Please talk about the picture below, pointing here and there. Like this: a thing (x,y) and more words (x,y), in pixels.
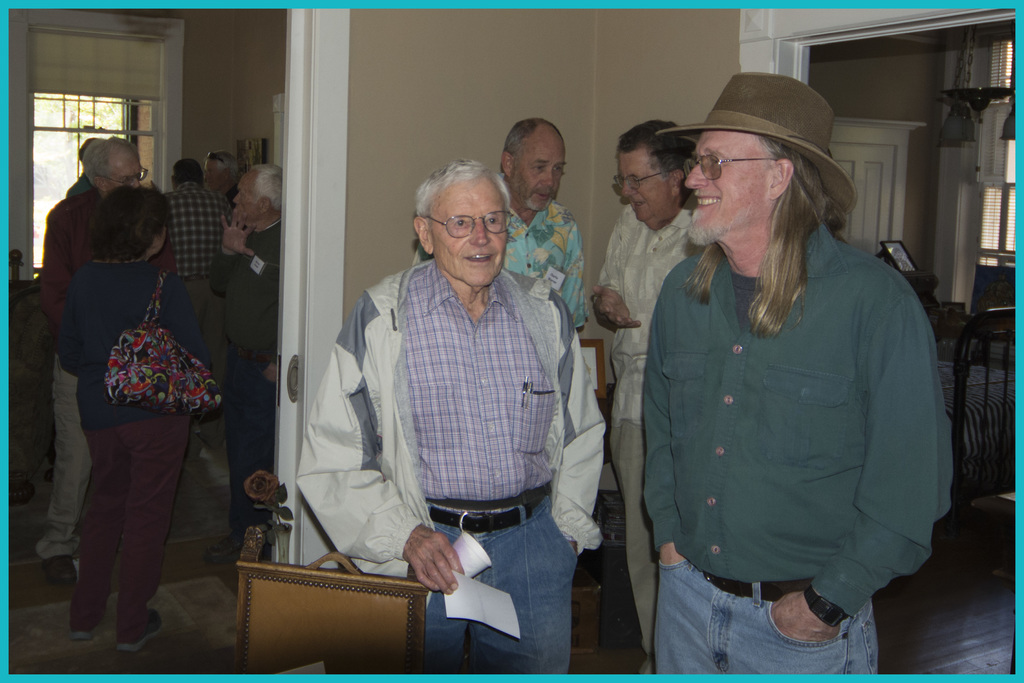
In this image I can see a person (766,436) wearing green and blue dress (763,478) and another person (521,521) wearing blue jeans (508,528) and white jacket (381,479) are standing. In the background (677,246) I can see few other persons (581,260) standing, the brown colored wall (482,91), the bed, the door (890,210) and the window (42,164).
